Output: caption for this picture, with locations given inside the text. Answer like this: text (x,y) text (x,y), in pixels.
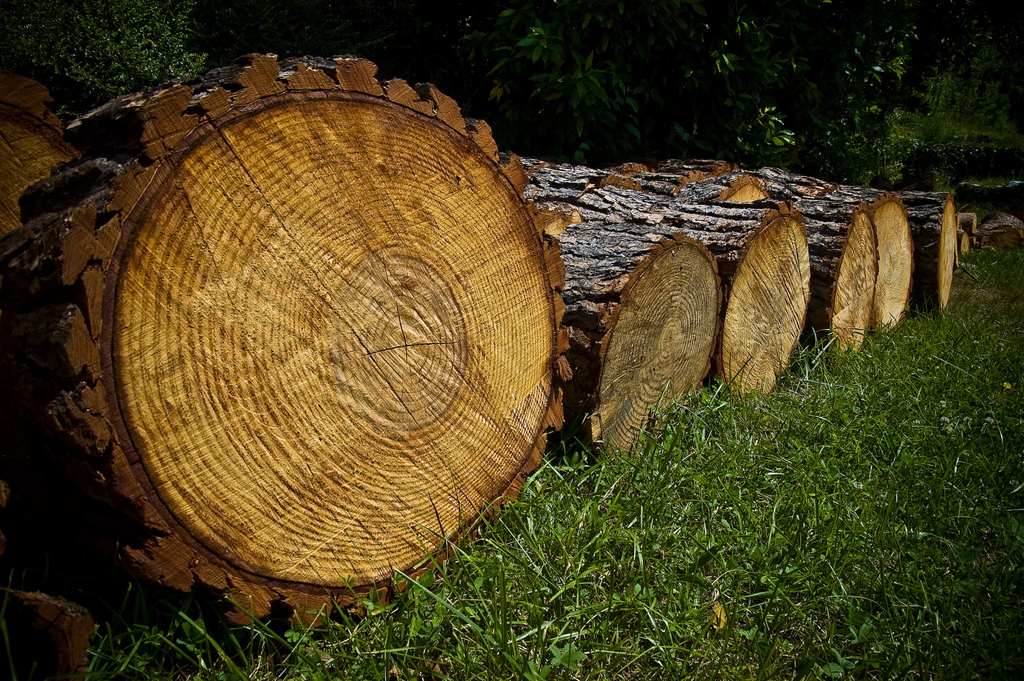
In this image we can see so many bark of a tree (554,334) are lying on the grassy land (807,430), behind it trees (596,88) are present.
